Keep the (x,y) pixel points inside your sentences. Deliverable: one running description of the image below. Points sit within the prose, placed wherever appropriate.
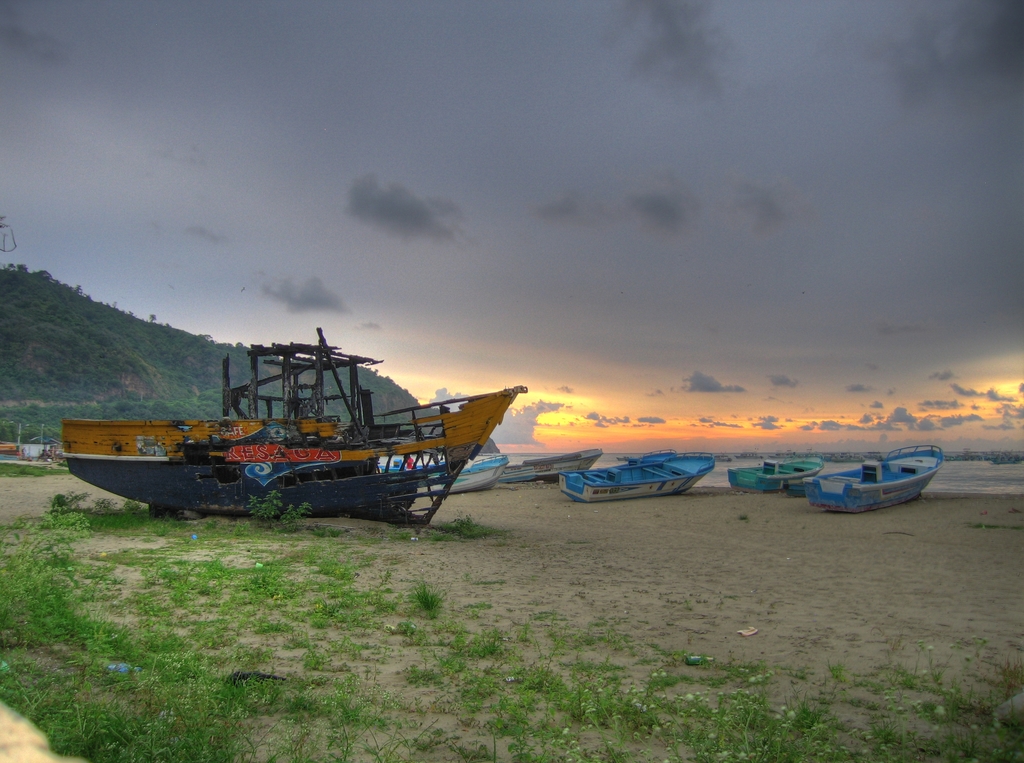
We can see grass (1009,762) and boats (686,458). In the background (97,325) we can see hill (115,401), trees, water (977,472) and sky (584,354).
